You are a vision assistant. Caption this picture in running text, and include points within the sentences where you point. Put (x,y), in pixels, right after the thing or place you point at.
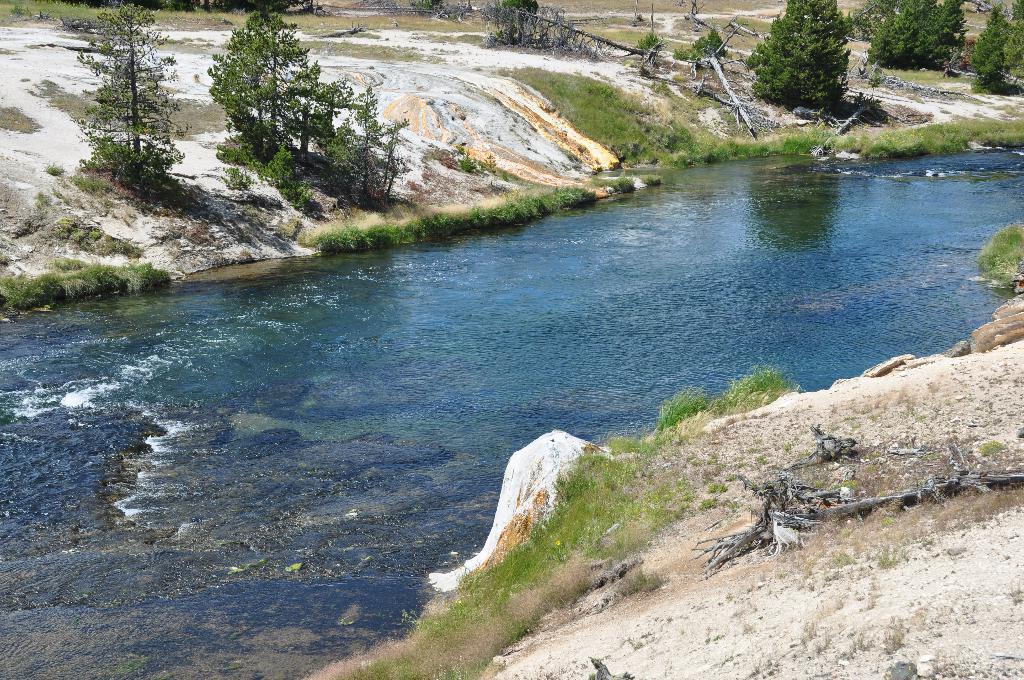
In this image we can see water (458,484). To either side of the water (462,415) we can see ground (601,603). In the background (294,105) we can see trees (299,87), grass (532,194) and sticks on the ground (64,153). On the right side (899,537) we can see grass (849,561) and objects (602,586) on the ground (800,566).
